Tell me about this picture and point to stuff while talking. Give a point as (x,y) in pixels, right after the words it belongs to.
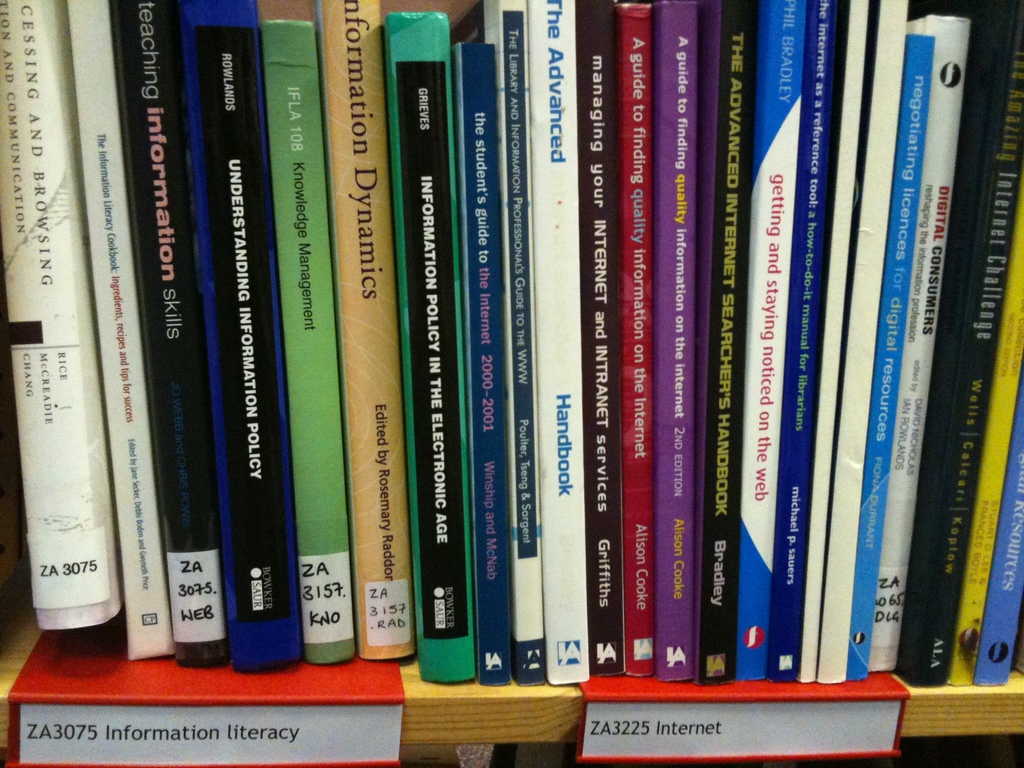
The picture consists of books (469,246) in a bookshelf (14,650). At the bottom (850,721) there are name plates (372,727).
